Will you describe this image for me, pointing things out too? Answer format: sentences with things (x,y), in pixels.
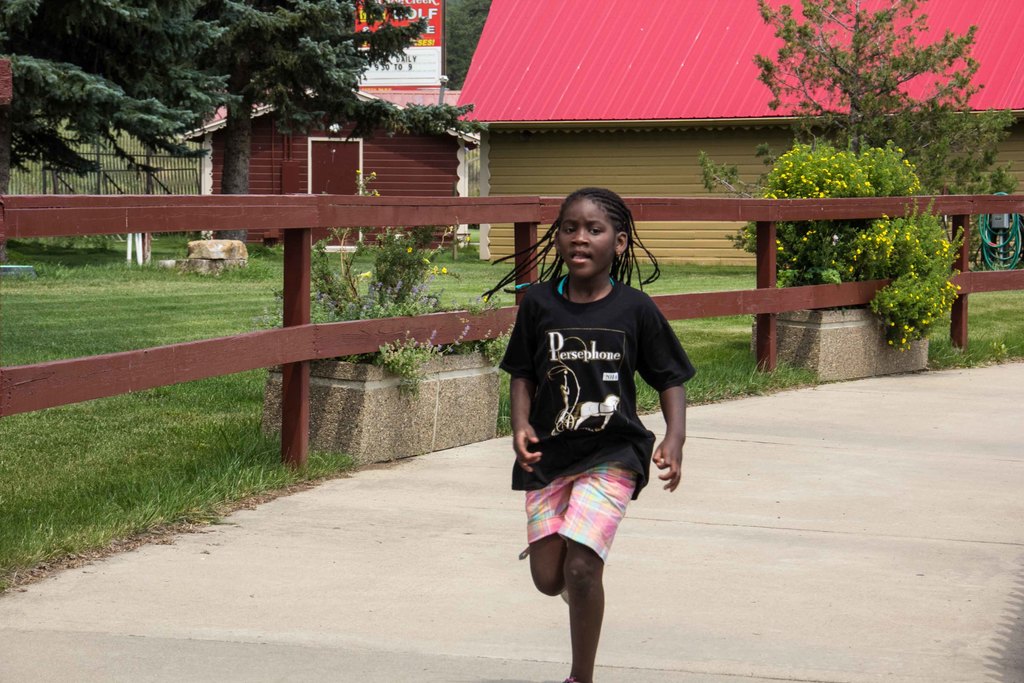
In the middle of this image (627,350), there is a girl (615,349) in black color T-shirt (581,342), running on a road (649,536). Beside this road (657,550), there is a brown color fence (341,356). Beside this fence (953,213), there are two potted plants (871,246) on the ground (724,346), on which there is grass (207,413). In the background (987,46), there are buildings (656,18) which are having roofs (525,25), there are a fence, a hoarding (417,45) and trees (353,22).
